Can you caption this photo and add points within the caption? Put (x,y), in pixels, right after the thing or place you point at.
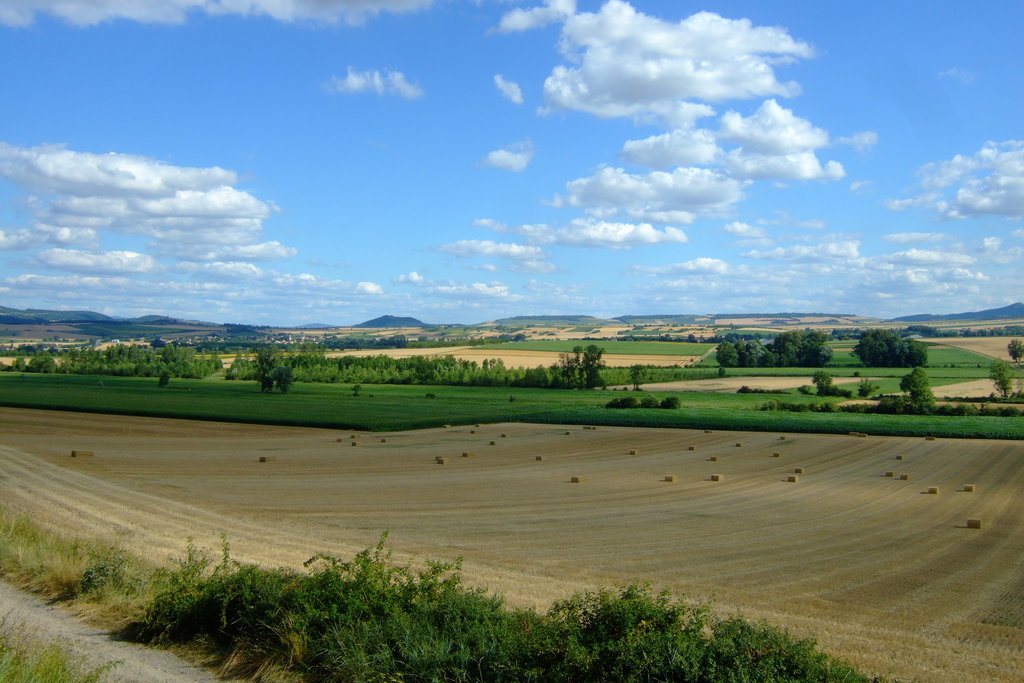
In this picture, we can see the ground (860,596) with grass (203,396), plants (152,371) and some objects (929,437) on the ground (74,342), we can see the sky (31,290) with clouds (31,290).
